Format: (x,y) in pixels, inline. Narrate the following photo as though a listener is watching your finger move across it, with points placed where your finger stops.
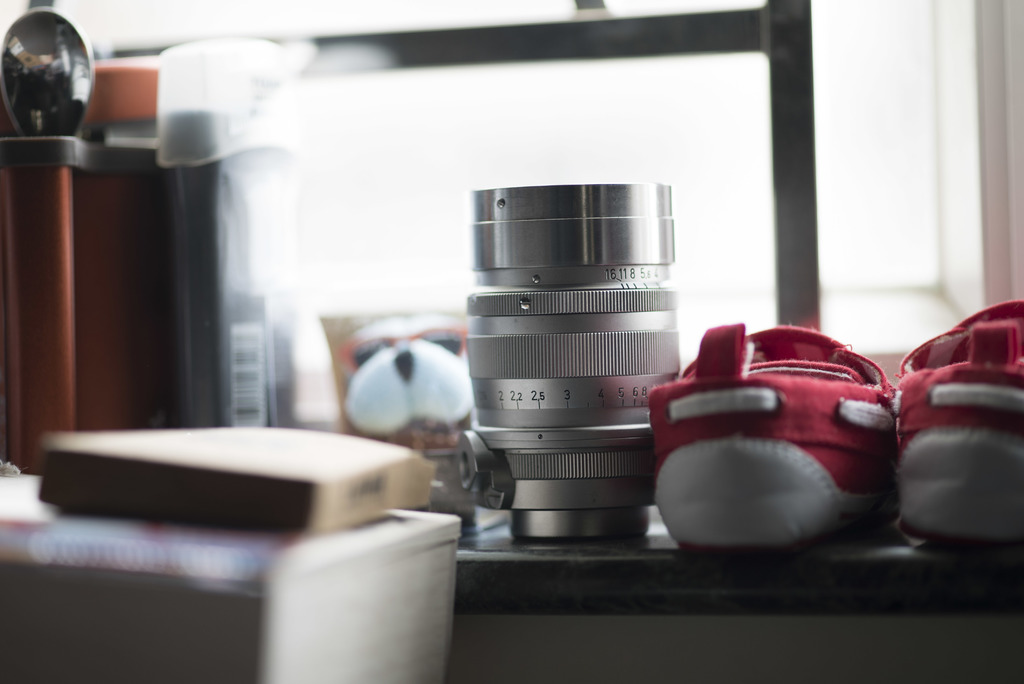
This image consists of a camera lens (562,403). To the right (789,477), there are shoes (708,508) kept on the desk (599,552). This image looks like it is clicked in a room (307,334).
